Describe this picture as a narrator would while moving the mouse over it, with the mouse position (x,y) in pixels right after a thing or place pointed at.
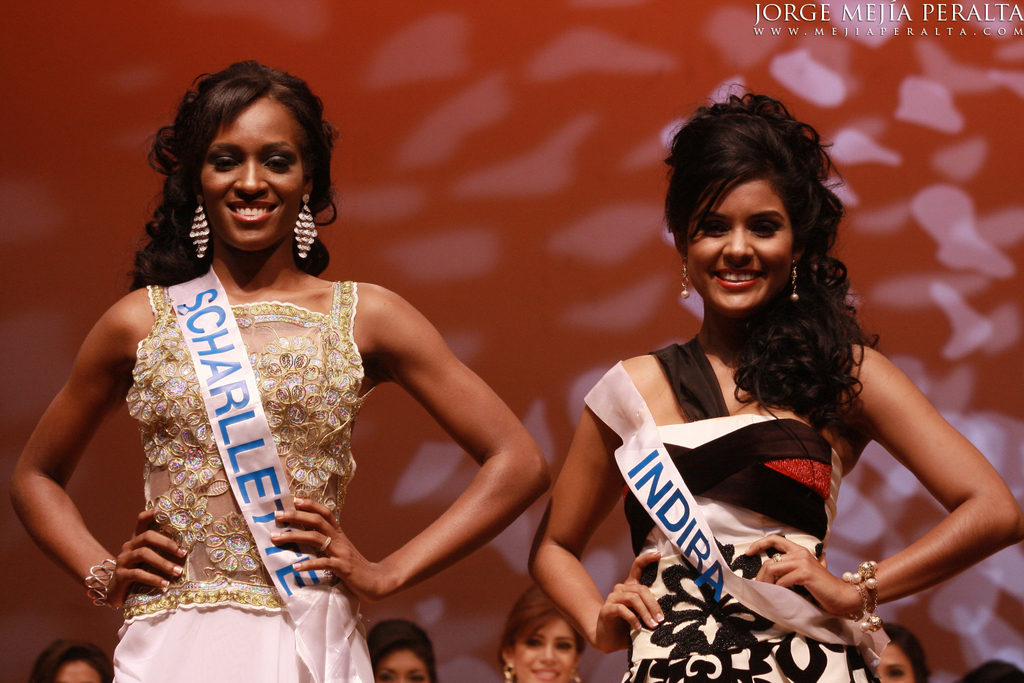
In this image there are two women (328,539) giving pose for a photograph, in the background (501,661) there are people (525,661) standing and there is a wall (851,144), on the top right (938,14) there is some text (867,29).
